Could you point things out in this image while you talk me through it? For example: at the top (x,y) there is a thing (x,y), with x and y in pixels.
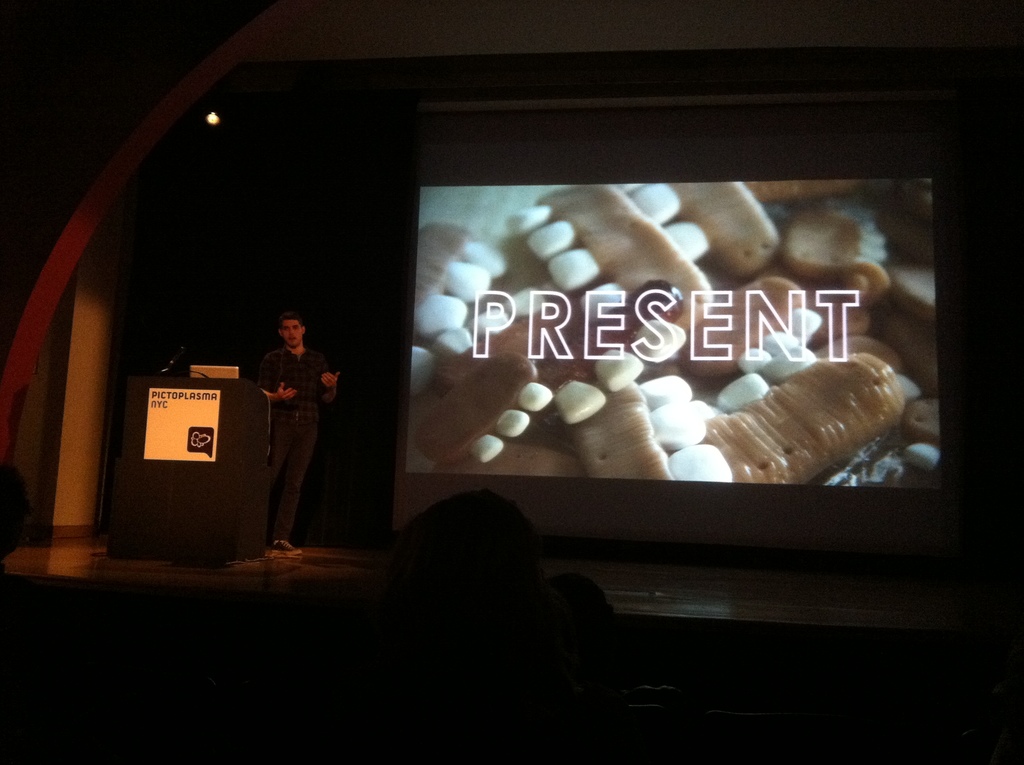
In this image there is a man (300,423) standing on a stage (293,558), in front of a podium (213,396), on that podium (213,381) there is mic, laptop (203,372) and there is text (152,411) on that podium (176,416), in the background (473,240) there is presentation (918,270).
